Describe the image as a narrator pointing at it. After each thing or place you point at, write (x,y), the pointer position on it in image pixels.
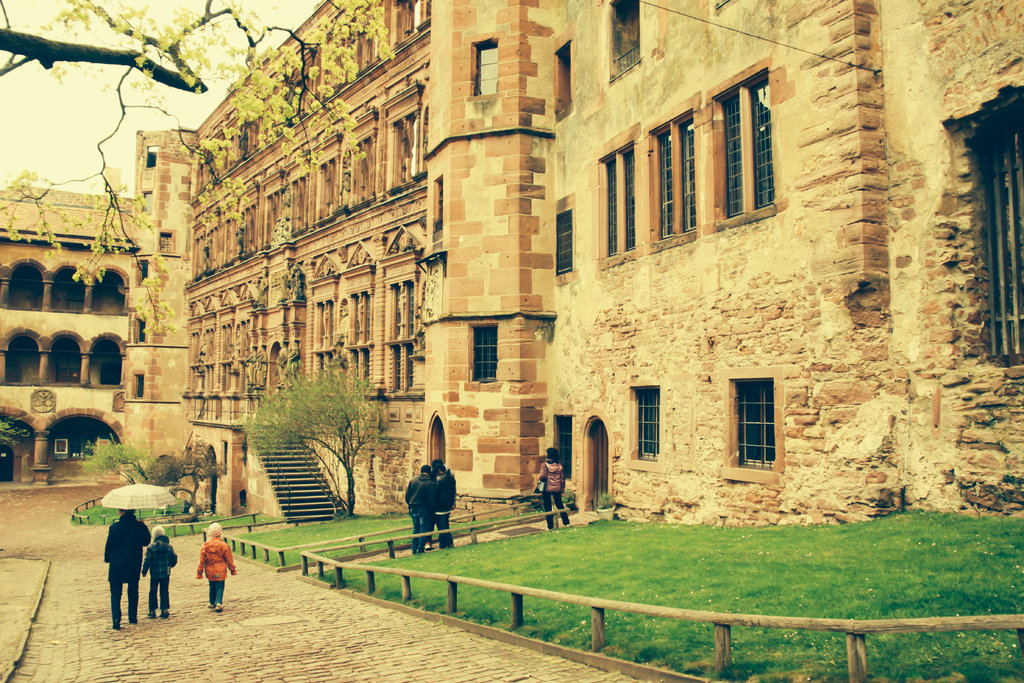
This is an outside view. In this image I can see two buildings (415,284). In front of this building (497,498) there is grass (578,575). On the left side (142,546) there are few people (141,557) walking on the ground (86,628), one person (122,562) is holding an umbrella (141,495). Here I can see few people (425,486) are standing. On the left side (291,432) there are few trees (297,415). At the top of the image (86,91) I can see the sky (67,119).
